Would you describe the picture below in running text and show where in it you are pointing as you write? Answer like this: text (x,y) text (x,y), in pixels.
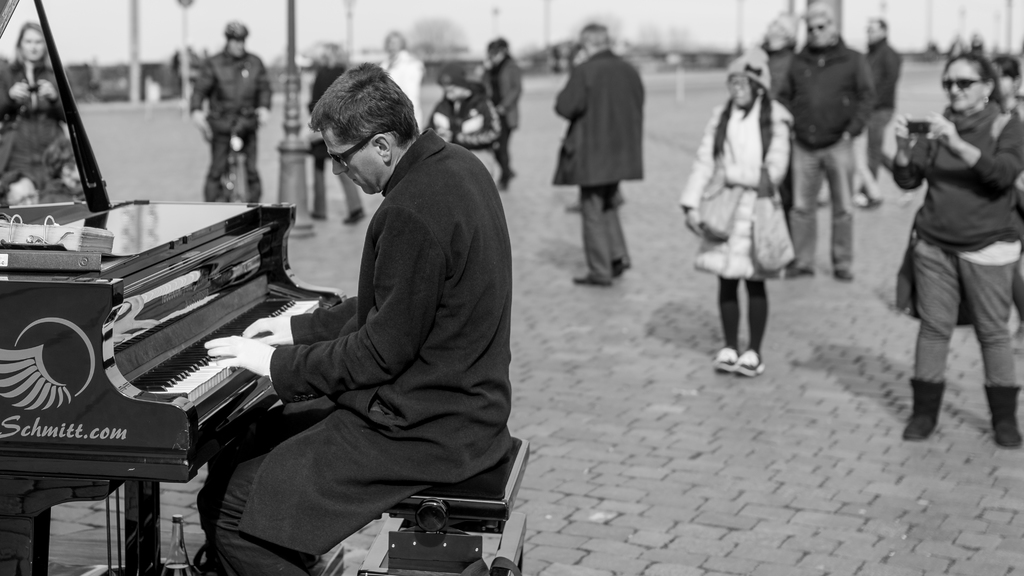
In the left side of the image (161,234), one person (413,288) is sitting and playing a keyboard (158,373). In the background (257,58), there are group of people (939,334) standing and watching instrument (170,329) and a person (508,333). In the background (106,17) top, sky (701,1) visible of white in color and trees (441,41) are visible. This image is taken during day time on the road (94,132).
